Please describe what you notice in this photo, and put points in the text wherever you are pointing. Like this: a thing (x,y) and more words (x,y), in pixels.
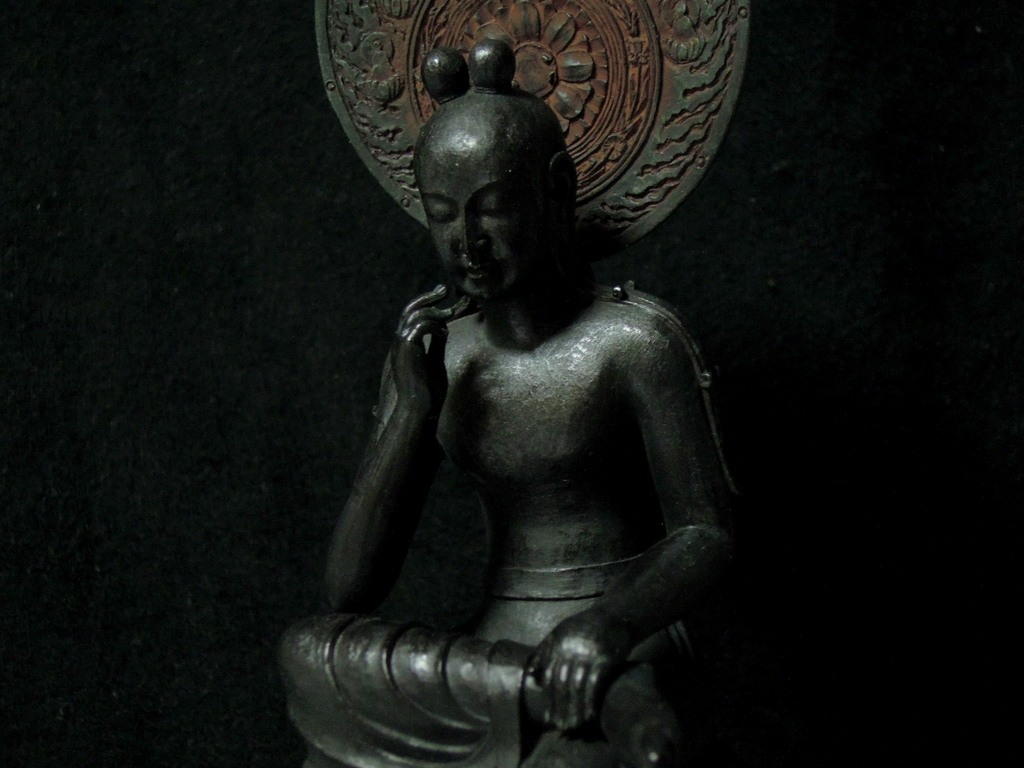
In this image there is a sculpture (619,554), in the background (271,468) it is dark.
